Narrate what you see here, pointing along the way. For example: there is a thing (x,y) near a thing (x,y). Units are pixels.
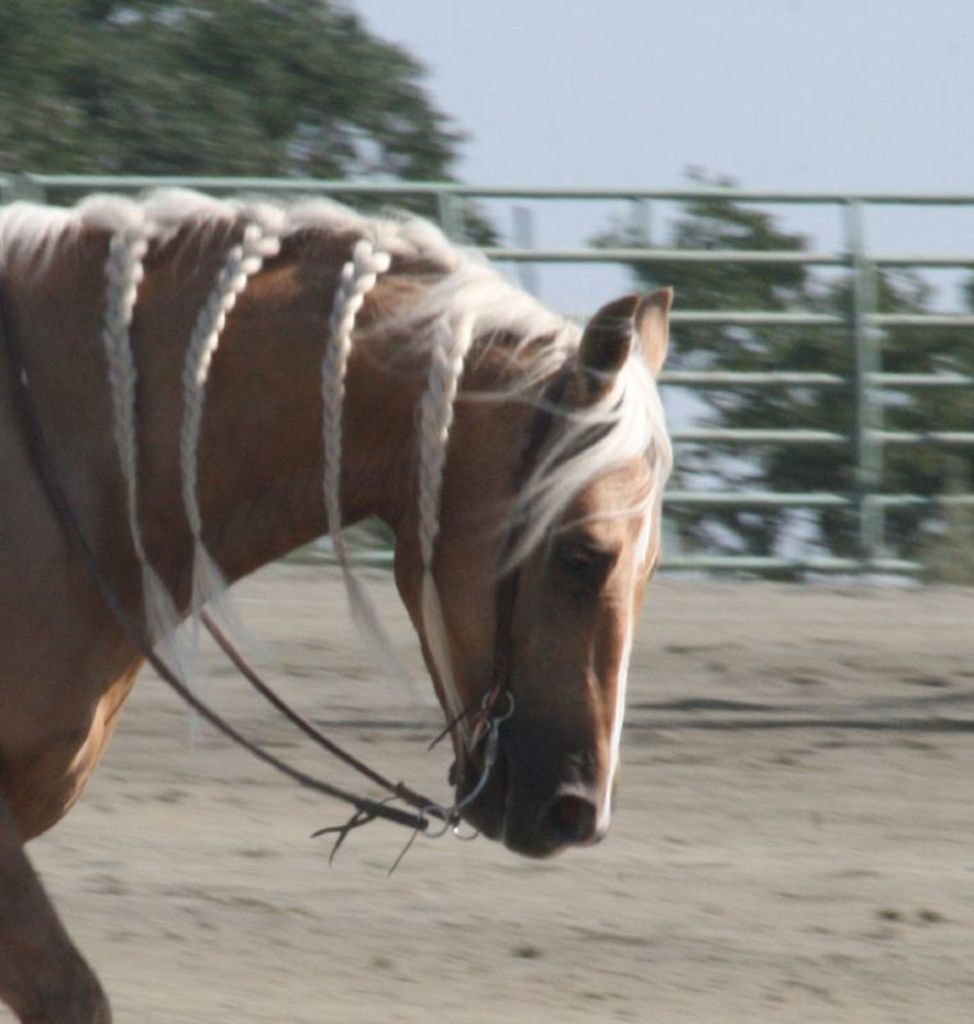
In the image we can see a horse (424,650), brown and white in color. Here we can see the fence (857,496), and, trees (88,90) and a sky (522,66).
